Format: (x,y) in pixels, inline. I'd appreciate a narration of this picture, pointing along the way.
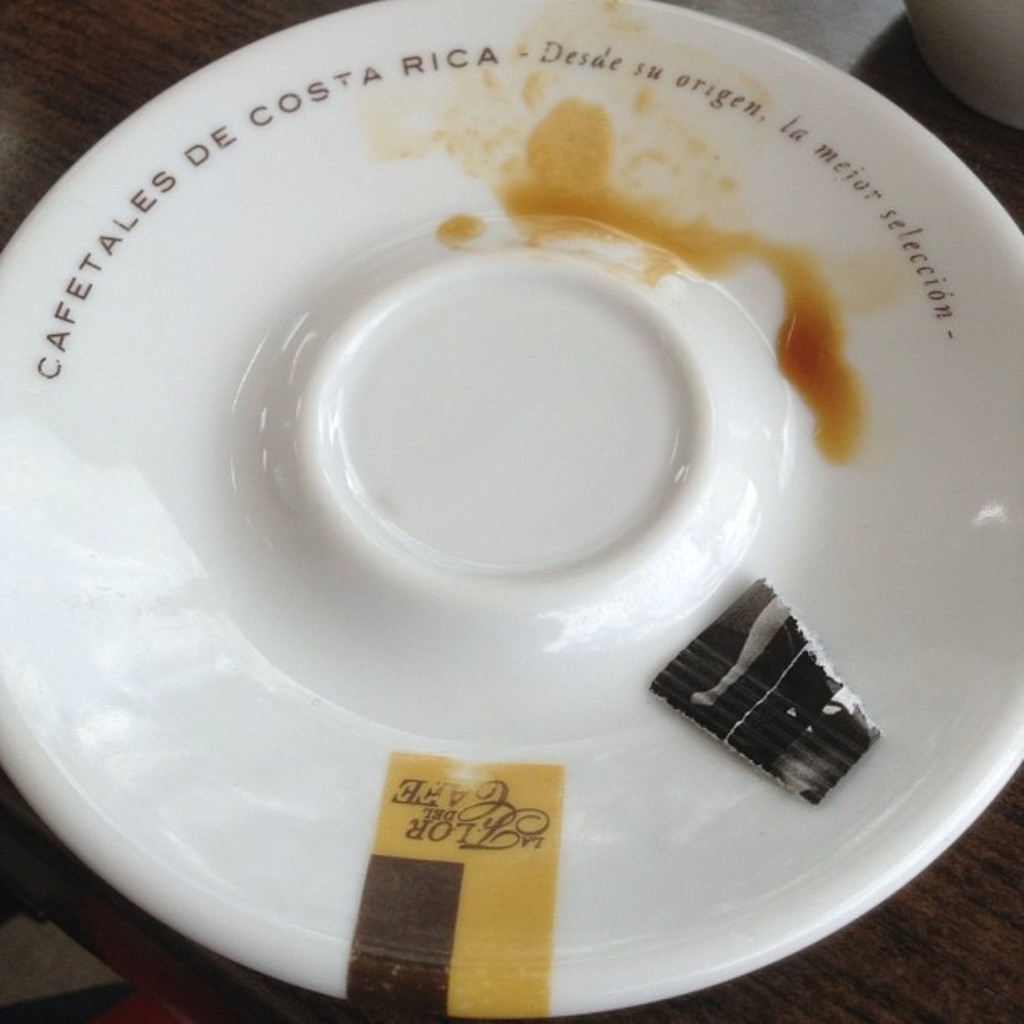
In this picture we can see a plate (89,219) on a wooden surface (252,1010) and some objects (769,697).
